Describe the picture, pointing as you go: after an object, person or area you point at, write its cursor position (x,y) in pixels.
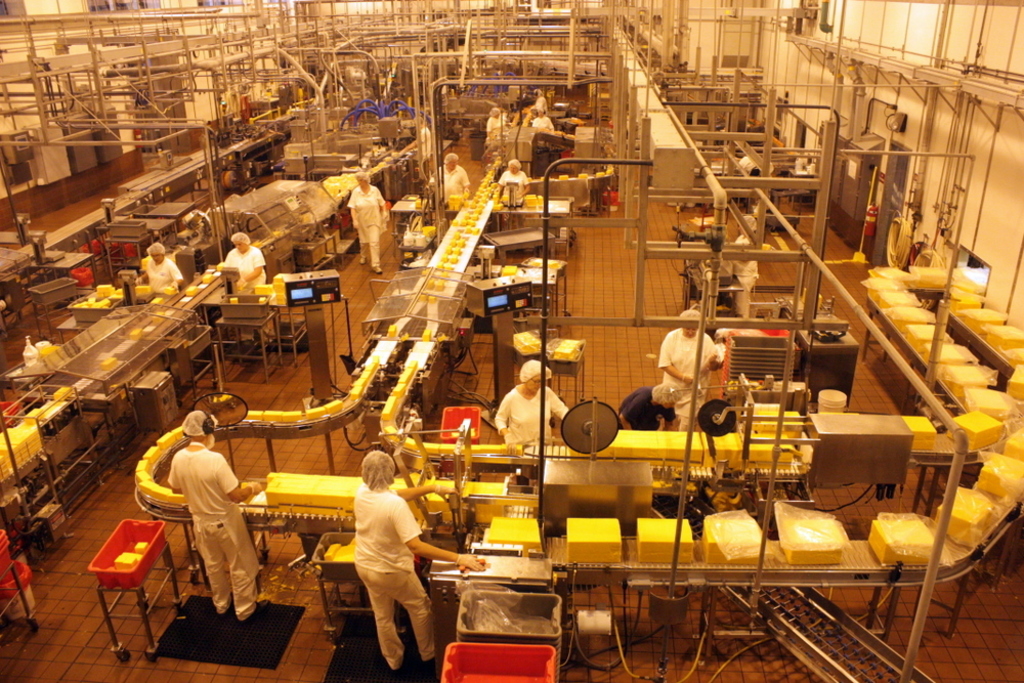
In the picture I can see the cheese factory (312,210) as I can see the pipelines arrangement (717,57). I can see the stock boxes (829,556) on the conveyor belts (467,252). In the picture I can see a few persons (363,197) and they are working.
